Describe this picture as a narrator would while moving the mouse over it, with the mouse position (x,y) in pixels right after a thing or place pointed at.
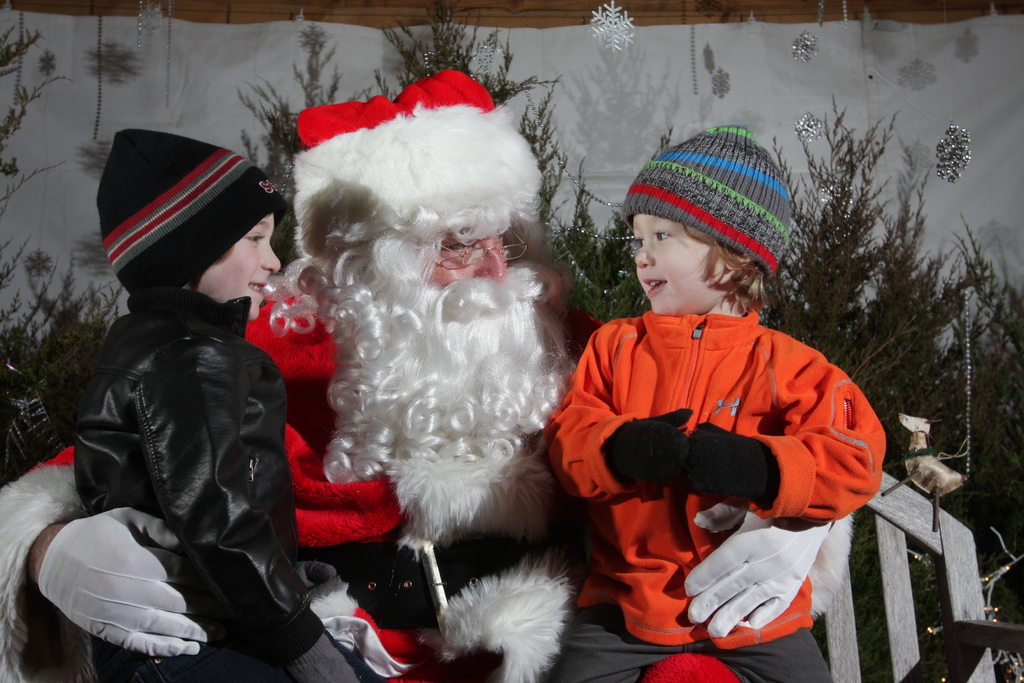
In the center of the image (433,438) we can see a person (423,520) is sitting on the bench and he is holding two kids (664,570). And we can see they are in different costumes (490,411). In the background (524,21) there is a wall (521,1), curtain (964,117), plants (1009,301) and decorative items (805,42).
